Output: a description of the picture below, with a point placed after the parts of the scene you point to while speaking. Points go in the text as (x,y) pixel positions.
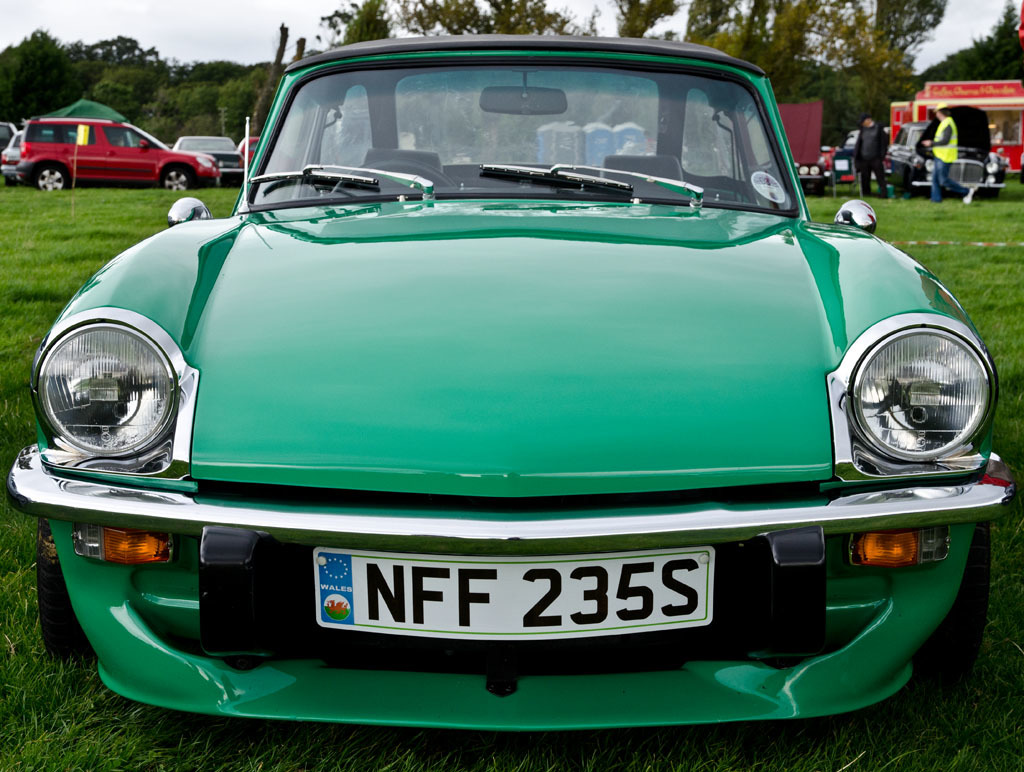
In this picture we can see car (448,597) on the grass (161,734). In the background of the image (229,150) we can see vehicles (929,125), people (941,129), trees (32,60) and sky (964,46).
